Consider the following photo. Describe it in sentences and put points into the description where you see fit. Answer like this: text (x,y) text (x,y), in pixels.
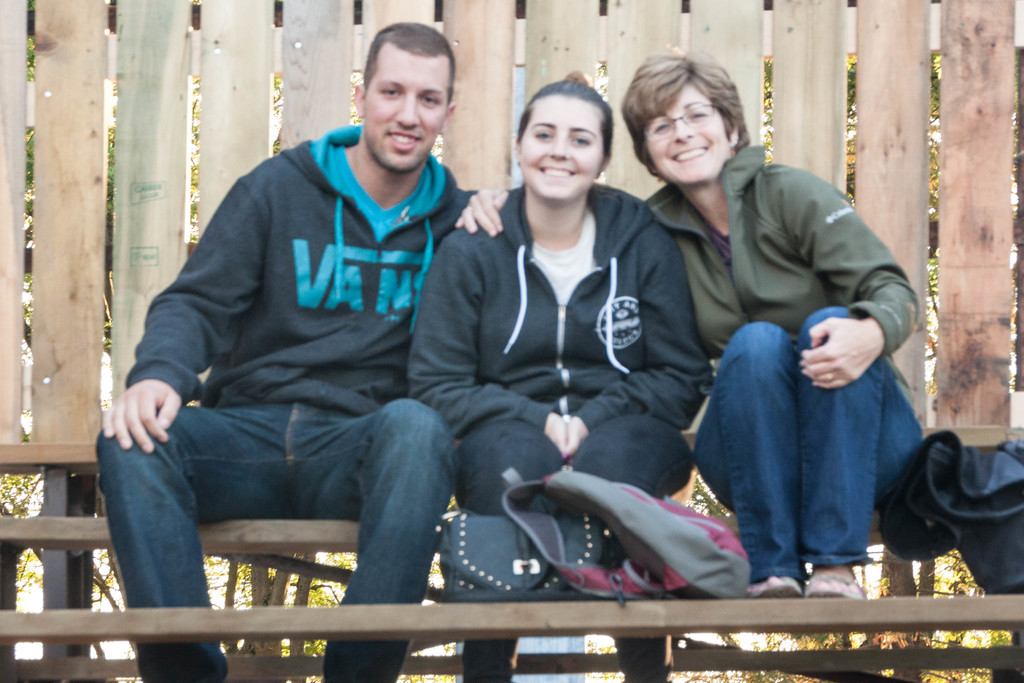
In this image, we can see three people (435,469) are sitting on the bench (260,544) and smiling. Here we can see few bags (586,599) are placed. Background (1003,52) we can see a wooden fencing (241,122) and trees (5,484).
